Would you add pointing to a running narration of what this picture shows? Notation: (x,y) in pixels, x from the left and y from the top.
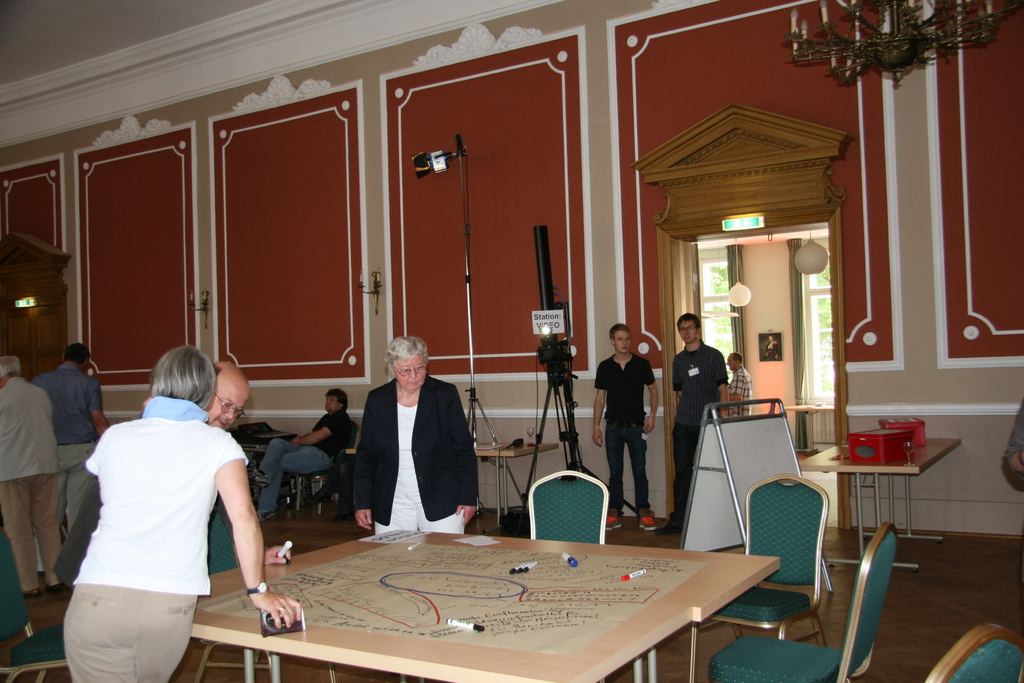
It is a picture there are lot of people (673,524) there is a table (407,647) in between there are lot of mappings (517,616) done on the table (312,564) there are three people (393,474) standing around the table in the background (511,340) there are cameras (544,415), lights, windows (806,312) and a wall (765,297).
